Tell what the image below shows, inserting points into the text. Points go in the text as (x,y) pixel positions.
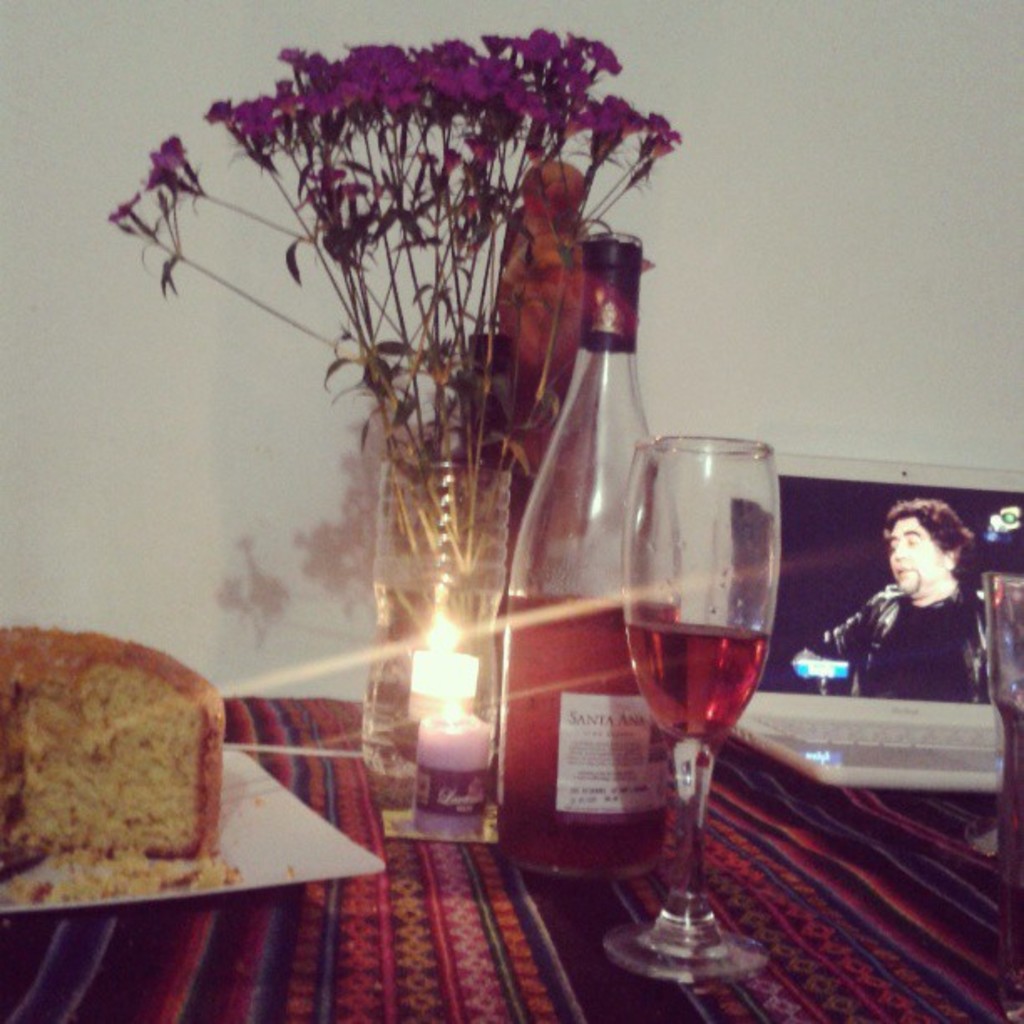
In this image I can see a pink colored surface (412,931) and on it I can see a white colored plate (308,847) and on the plate (231,822) I can see a cake (138,801) which is brown and cream in color and I can see a candle (438,735), few flowers (467,204) which are pink in color, a wine bottle (606,524) and a wine glass (636,611). In the background (784,639) I can see a laptop (865,664) which is white in color and a white colored wall (738,229).
